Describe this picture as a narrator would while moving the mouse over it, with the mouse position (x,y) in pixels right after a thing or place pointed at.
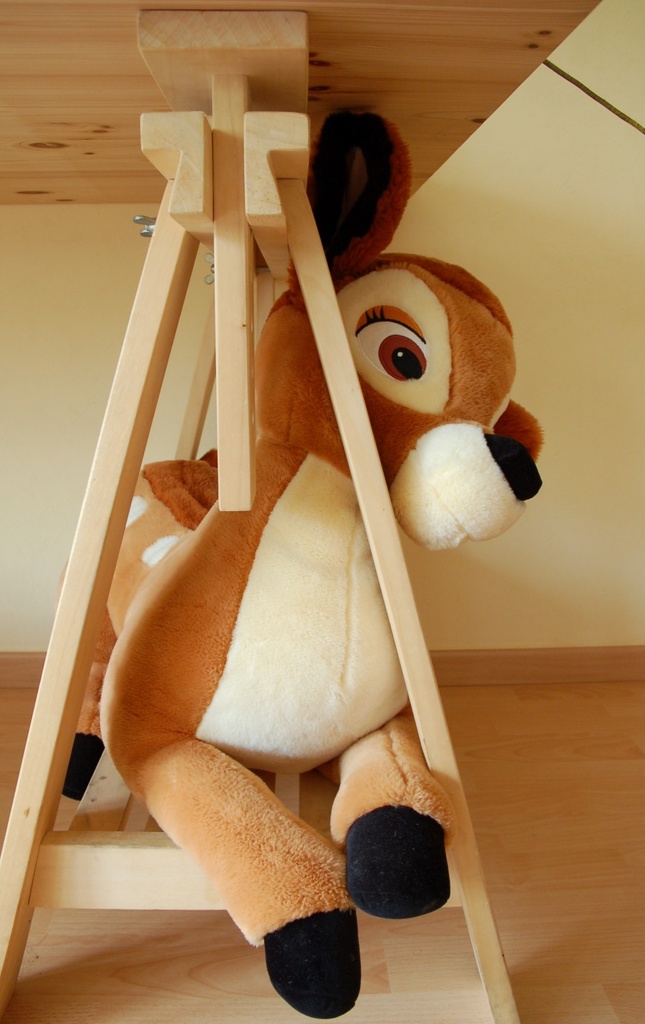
In this image we can see a doll (313,761) on a wooden stand (466,861) of a table (464,894). On the backside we can see a wall (568,443).
